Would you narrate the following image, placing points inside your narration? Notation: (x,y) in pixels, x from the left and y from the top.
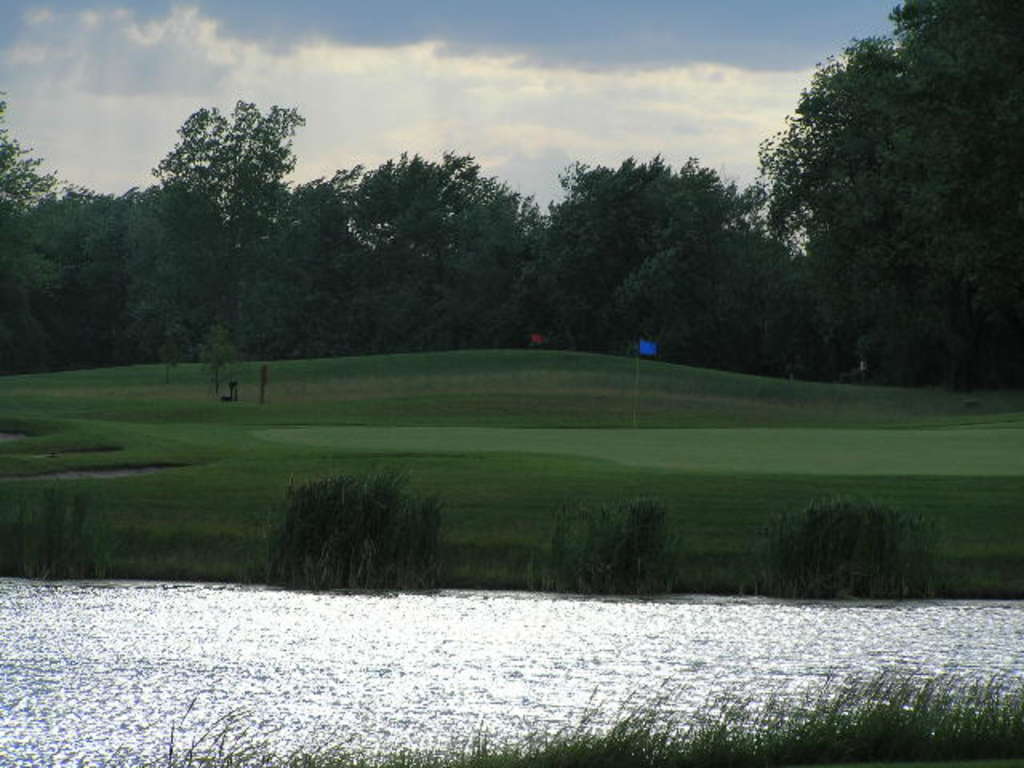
In this image I can see the grass (525,471), the water (467,643) and plants (377,561). In the background (378,161) I can see the sky (607,145), a flag (640,349) and other objects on the ground (453,401).
